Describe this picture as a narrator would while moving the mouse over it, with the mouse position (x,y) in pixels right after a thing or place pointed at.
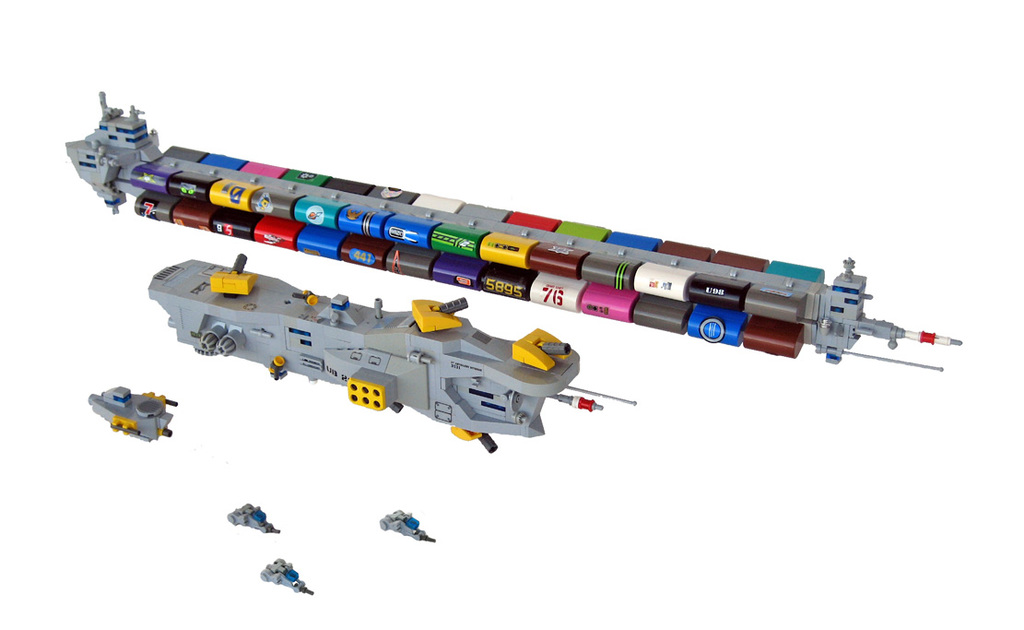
In this picture I can see few toys (404,222) on the white color surface (226,42) and I see that the toys (326,307) are colorful.
